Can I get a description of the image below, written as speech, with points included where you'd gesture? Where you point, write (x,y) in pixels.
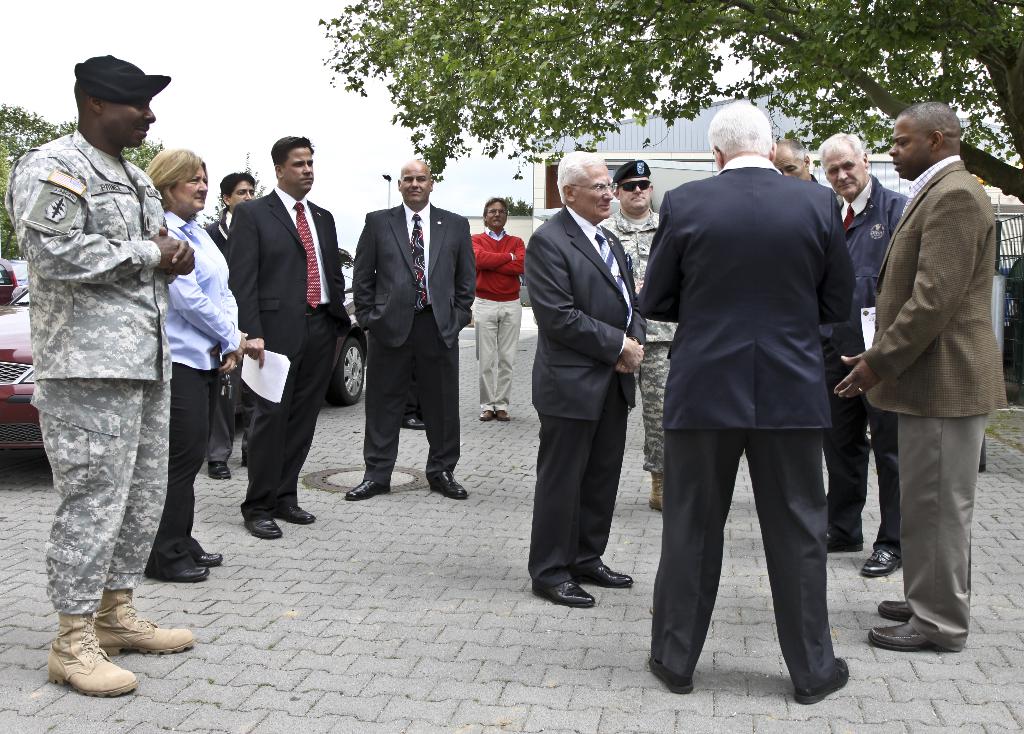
In this picture I can see few people (763,330) are standing and I can see a man (296,456) holding a paper (274,352). I can see cars (12,401) on the left side (10,328) and a building (666,168) in the back (608,141) and I can see trees (2,181) and a cloudy sky (254,144).
